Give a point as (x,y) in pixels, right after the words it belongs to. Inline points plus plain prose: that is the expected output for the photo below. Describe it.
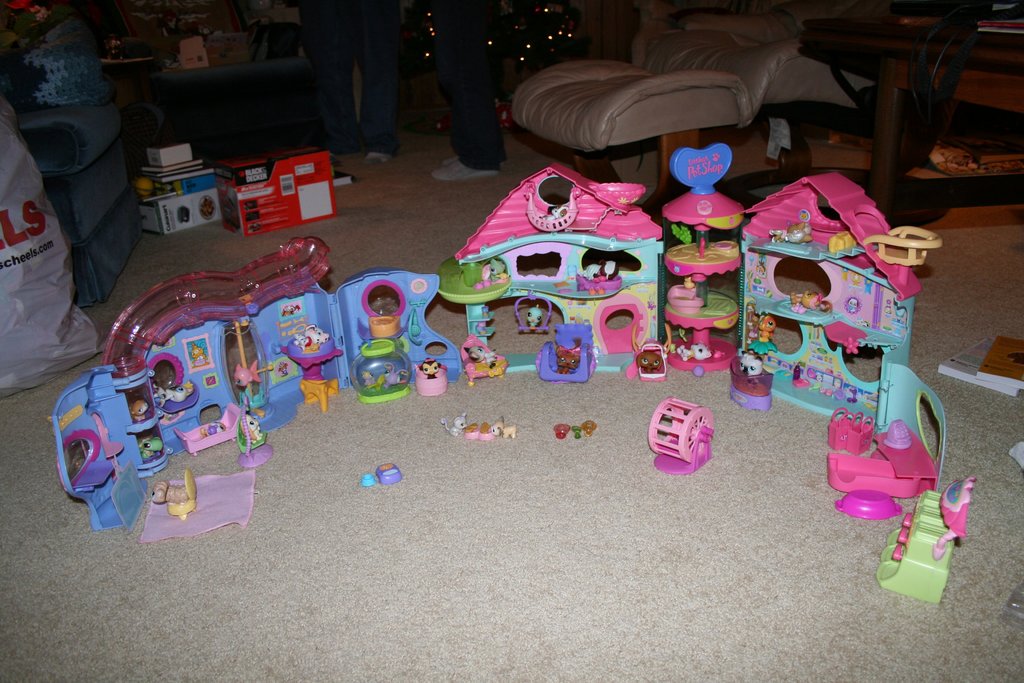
In this image I can see some objects (299,211) on the floor (591,484). In the top right corner (940,59), I can see some objects (930,38) on the table (924,27). In the background (612,170), I can see the sofa (670,111). I can see two people (383,105) are standing.
